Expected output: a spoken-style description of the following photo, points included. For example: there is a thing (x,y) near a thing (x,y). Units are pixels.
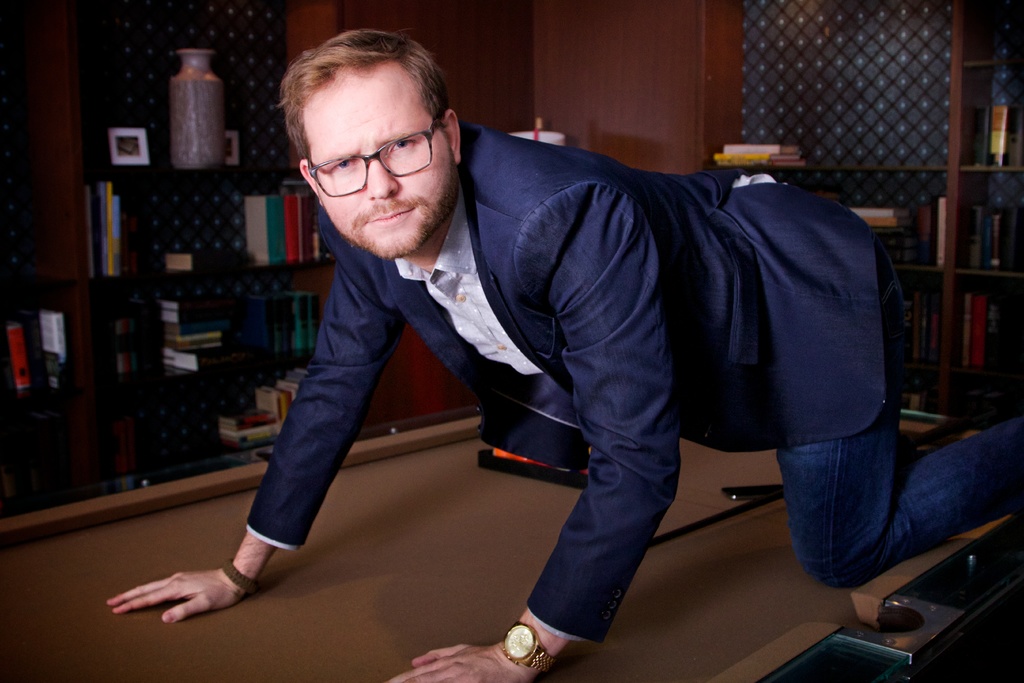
a person (565,367) is the crawling position on a table (462,516). behind him there are bookshelves (199,274).
